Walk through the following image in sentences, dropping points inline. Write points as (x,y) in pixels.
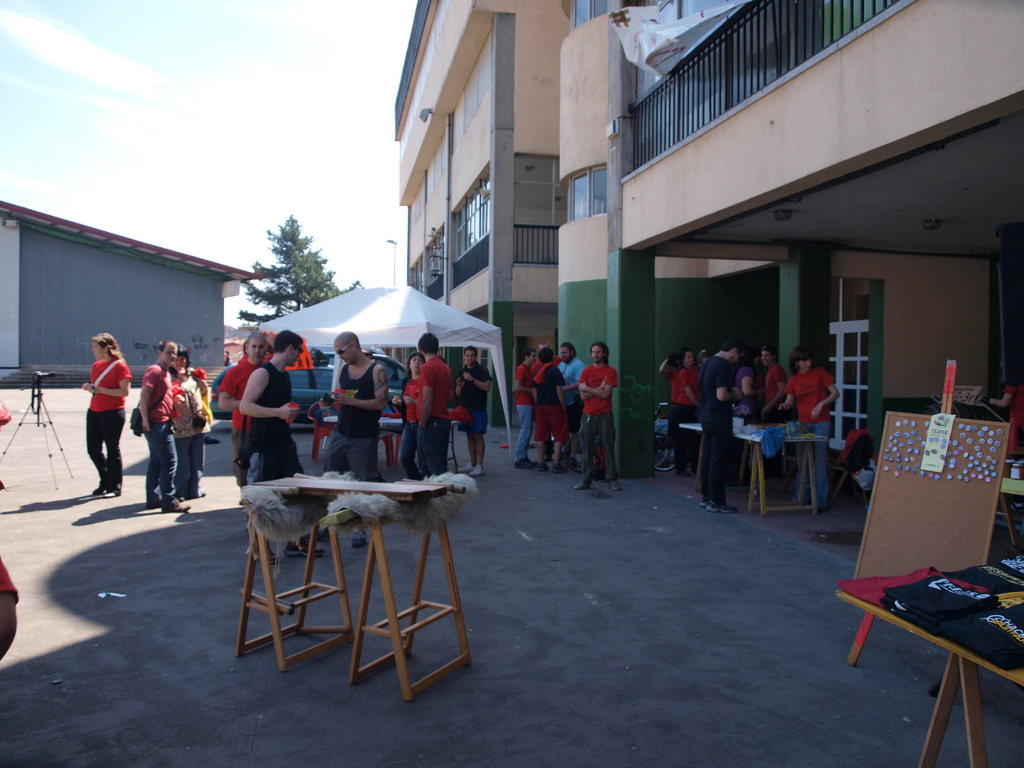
In the picture we can see a group of people (800,398) wearing a red T-shirts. And in the background (85,182) we can find a sky (93,169), tree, house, and some buildings (694,330) with railings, doors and pillars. And we can also find some tables (696,428) and board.
